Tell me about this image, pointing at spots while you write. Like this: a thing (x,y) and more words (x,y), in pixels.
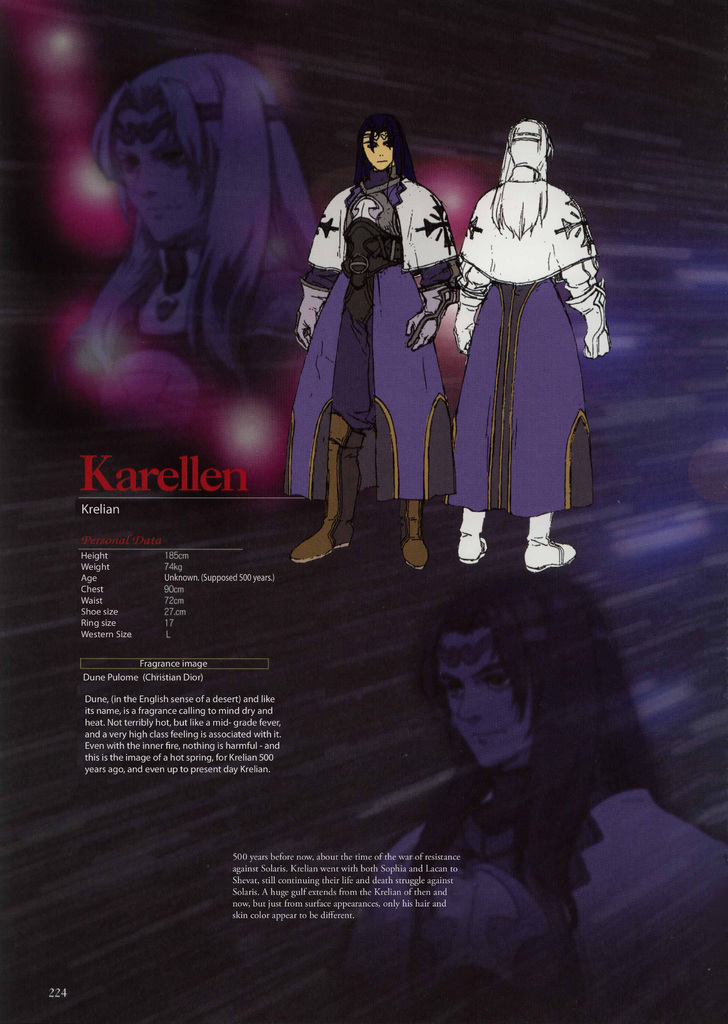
In the picture we can see a purple color cartoon magazine (431,575) two cartoon men (339,440) and some information (193,743) beside it.
